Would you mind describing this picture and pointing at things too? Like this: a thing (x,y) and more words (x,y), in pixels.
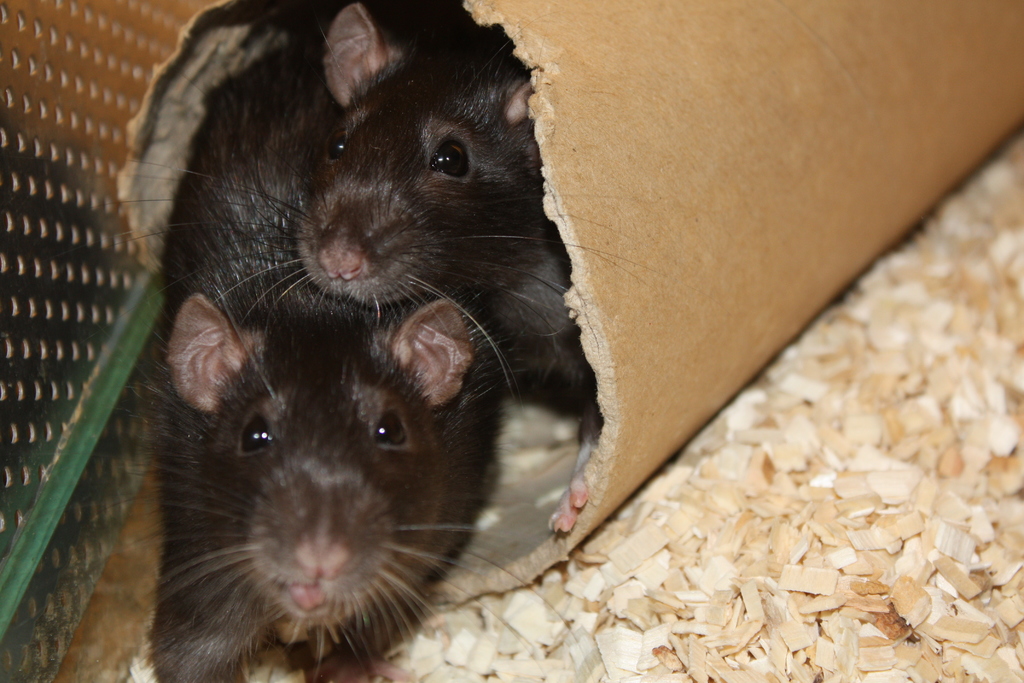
In the center of the image (547,287) we can see the rats (527,176) are present in a cardboard (540,130). In the background of the image (813,374) we can see the wood pieces (703,564). On the left side of the image (114,198) we can see a mesh (116,265).
